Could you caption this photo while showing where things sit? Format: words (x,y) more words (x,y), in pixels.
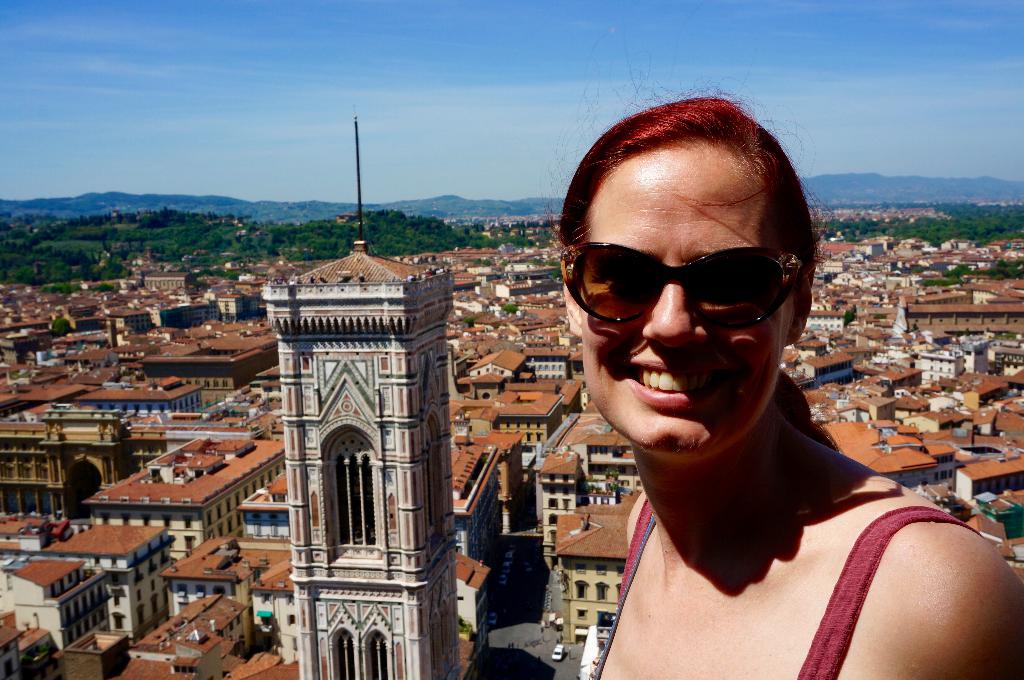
As we can see in the image there are buildings (297,391), windows (358,487) and in the background (288,232) there are trees (423,226). In the front (781,201) there is a woman (764,411) wearing goggles (650,290). At the top (527,110) there is sky (510,110).
